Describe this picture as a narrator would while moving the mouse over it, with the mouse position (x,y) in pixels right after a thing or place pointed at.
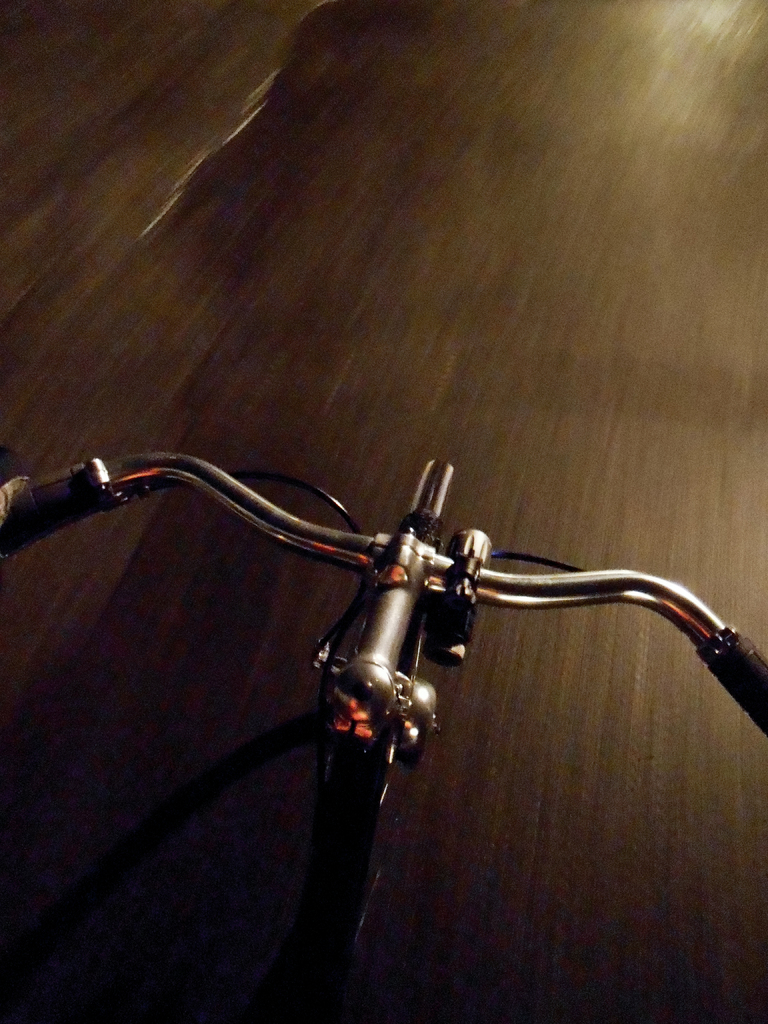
In this image we can see a bicycle (360,846) on the road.
